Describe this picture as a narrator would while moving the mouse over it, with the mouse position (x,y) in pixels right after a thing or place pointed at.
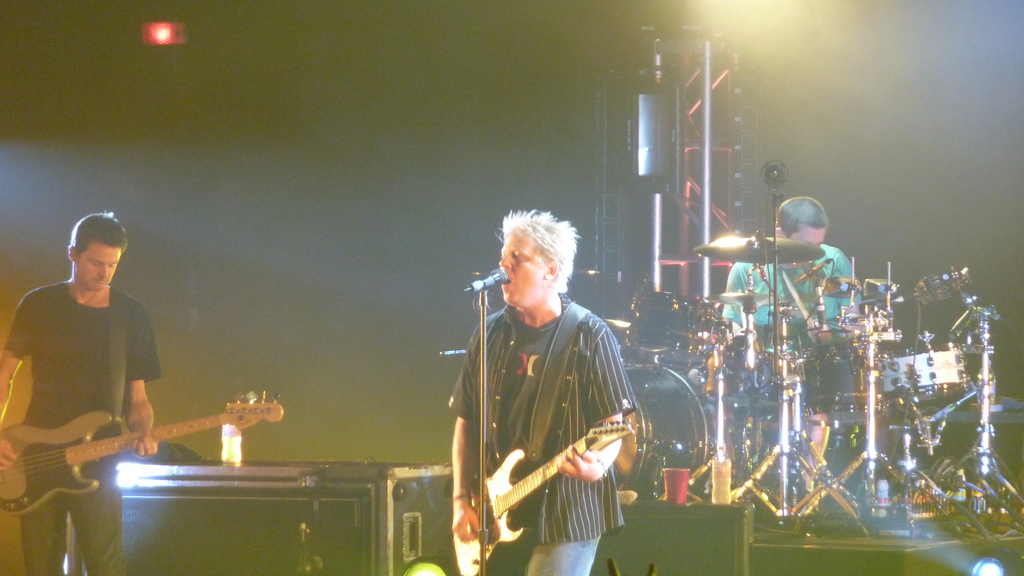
In this picture we can see man (537,510) holding guitar (512,466) in his hand (587,455) and playing it and singing on mic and beside to him one person (829,246) playing drums (782,358) and other person (102,261) standing and holding guitar (51,463) in his hand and in background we can see light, pillar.
